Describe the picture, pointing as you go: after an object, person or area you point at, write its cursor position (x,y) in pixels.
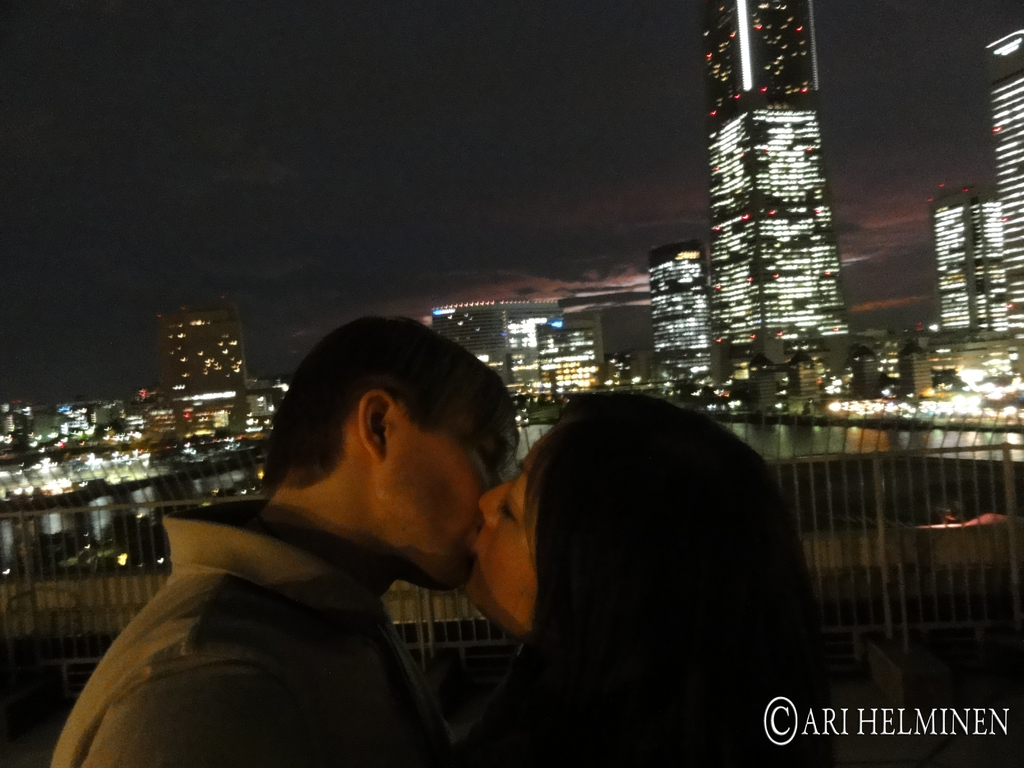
In the center of the image (391,486) two persons (558,701) are standing. In the background of the image (657,377) we can see the buildings (761,303), lights (667,338), barricades (27,527) are present. At the bottom of the image (959,749) ground (955,736) is there. At the top of the image (611,56) sky (597,28) is present.
